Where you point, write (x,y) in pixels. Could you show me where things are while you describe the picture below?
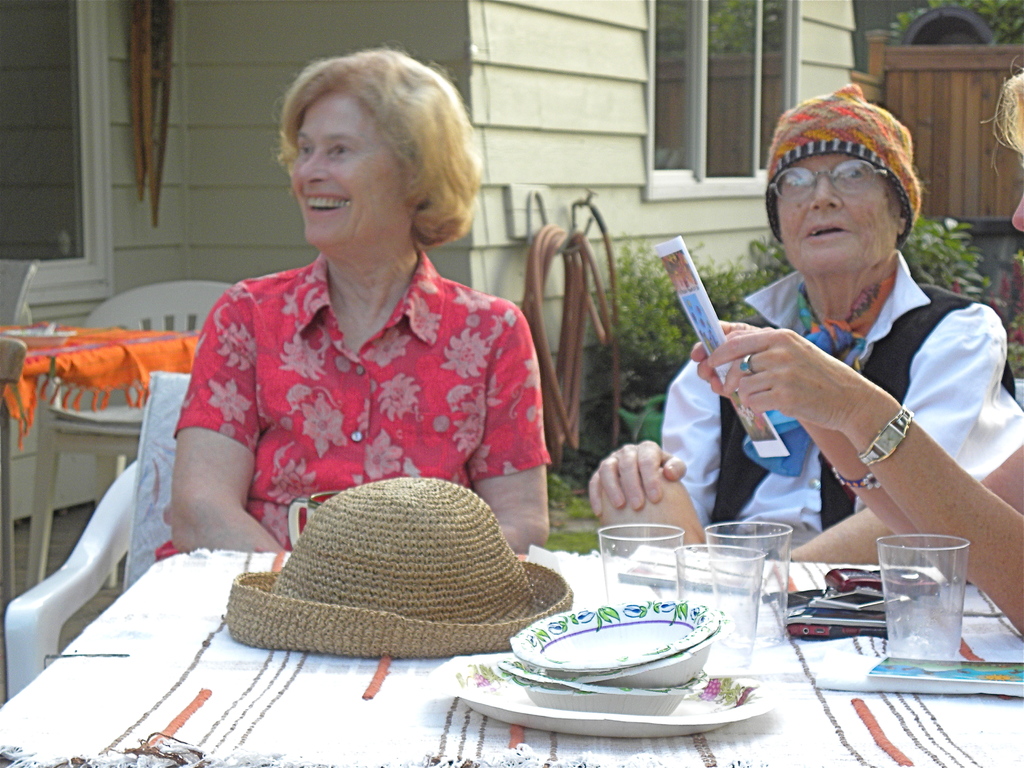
This picture shows three women (681,461) seated on the chairs (171,448) and we see a hat (349,653), few glasses (908,559) and few plates (597,704) on the table (189,555) and we see a house (573,211) back of them.
